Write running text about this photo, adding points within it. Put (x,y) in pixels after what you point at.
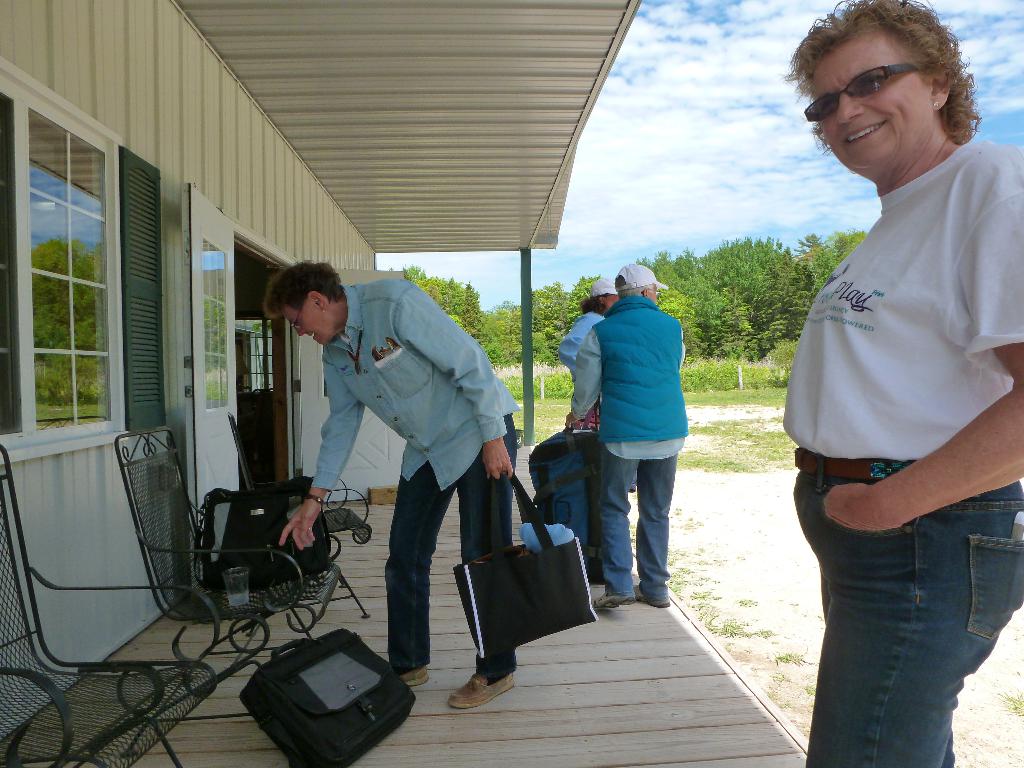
There are people (947,621) standing and this man (484,462) holding bag (509,553) and we can see chairs (8,713). We can see bag (248,523) and glass (235,573) on this chair (265,550) and we can see wall (177,308), door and windows (65,249) and we can see bag (294,704) on surface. Background (752,352) we can see trees (765,350), grass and sky (688,127).
